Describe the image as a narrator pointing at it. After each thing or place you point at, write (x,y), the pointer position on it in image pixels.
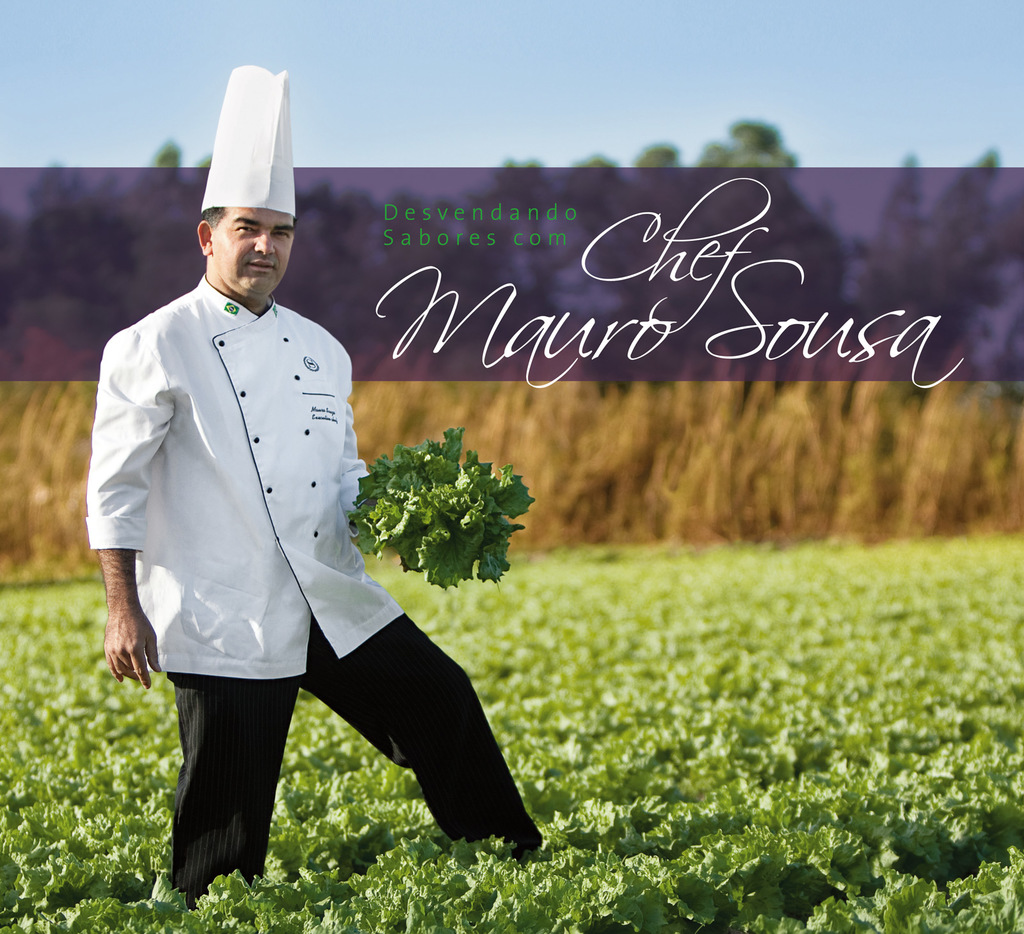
This image is an edited image. This image is taken outdoors. At the top of the image (468,93) there is the sky (637,124). In the background (655,155) there are many trees (655,155). On the left side of the image (250,371) a man (292,410) is standing and he is holding a few leaves (448,501) in his hand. There are many plants (724,791) with green leaves (101,723) and stems (415,830).
